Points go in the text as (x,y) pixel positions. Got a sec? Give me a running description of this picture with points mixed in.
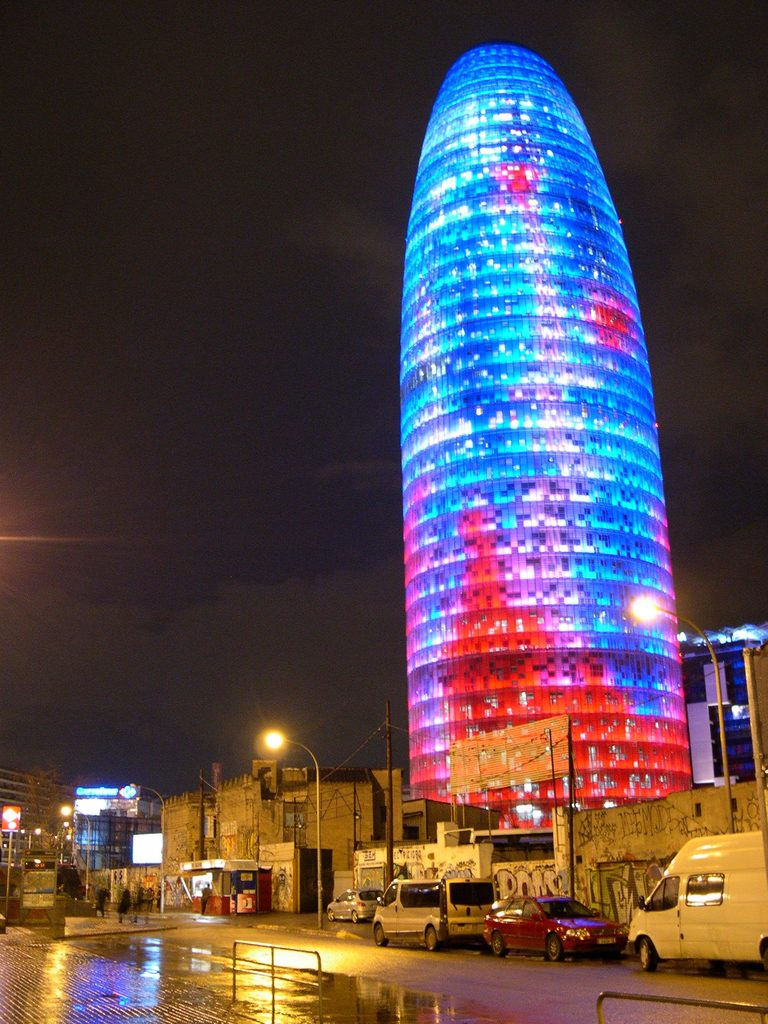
In this image we can see some vehicles (655,934) on the road (412,993) and there are few people (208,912) and we can see some buildings (418,841). There are few street lights (163,802) and there is a building (617,650) with lights (617,650) and we can see the sky (402,87) in the background (252,400).
